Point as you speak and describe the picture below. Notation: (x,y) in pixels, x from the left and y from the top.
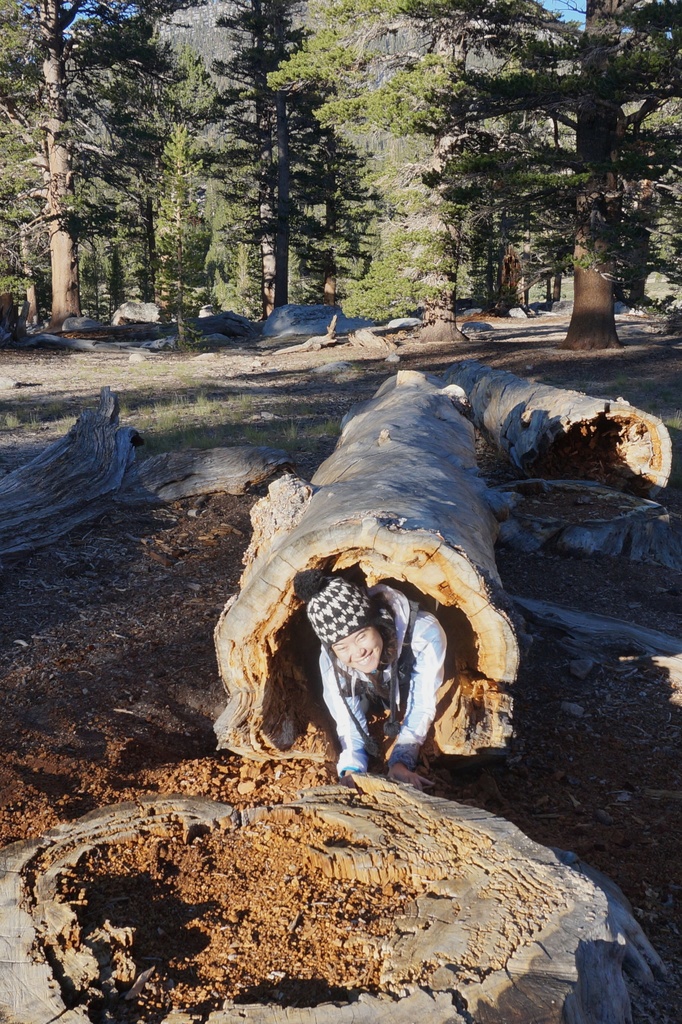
There is a person (359,627) inside a log (309,631) in the foreground area of the image (272,563), there are trees (379,313), stones (491,329), log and the sky (578,4) in the background (36,475).
